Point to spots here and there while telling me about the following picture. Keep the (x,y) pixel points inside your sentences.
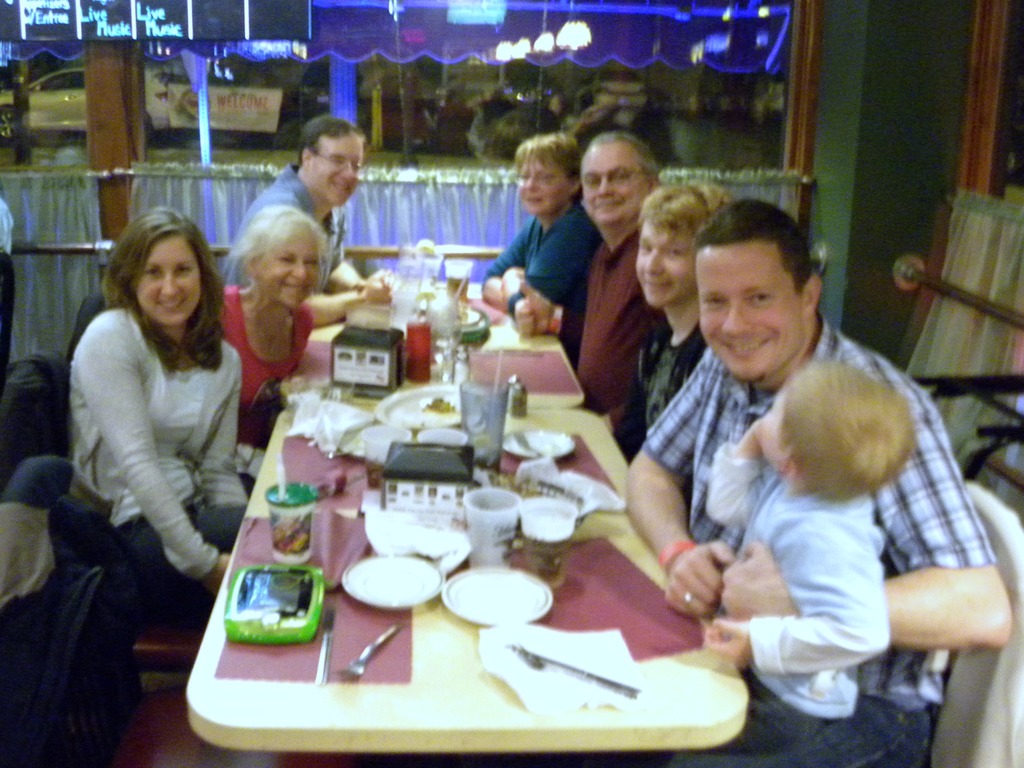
In this picture on the right side (690,484) there is one man (705,401) sitting and smiling and he is holding one baby (821,510) beside that man (709,419) one boy (646,352) is sitting and smiling beside that boy (648,369) one man (605,291) is sitting beside that man (605,307) one woman (555,284) is sitting in front of that women (534,234) on the left side (302,189) there is one man (325,180) sitting and smiling beside that man (307,181) one woman (259,305) is sitting and smiling beside her another women (207,444) is sitting and smiling. In front of them there is one table (473,666), on that table (495,617) in the middle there is one plate (499,591) beside that plate (456,584) another plate (398,576) is there. In the left side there is one fork (370,656) beside that fork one knife (331,626) is there. On the right side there is one knife (557,668). In the middle of the table (541,549) there is one glass (550,535) and it contains some drink (541,545) beside that glass (537,545) another glass (488,525) is there, and in the middle of the table (480,400) there is one glass (489,408) which contains straw (498,381) and beside that glass (473,406) there is one plate (430,411) which contains some food (440,404). In the top of the image (331,35) there is one curtain (604,40) and some lights (561,35) and in the top left corner (74,80) there is one car (55,97).
